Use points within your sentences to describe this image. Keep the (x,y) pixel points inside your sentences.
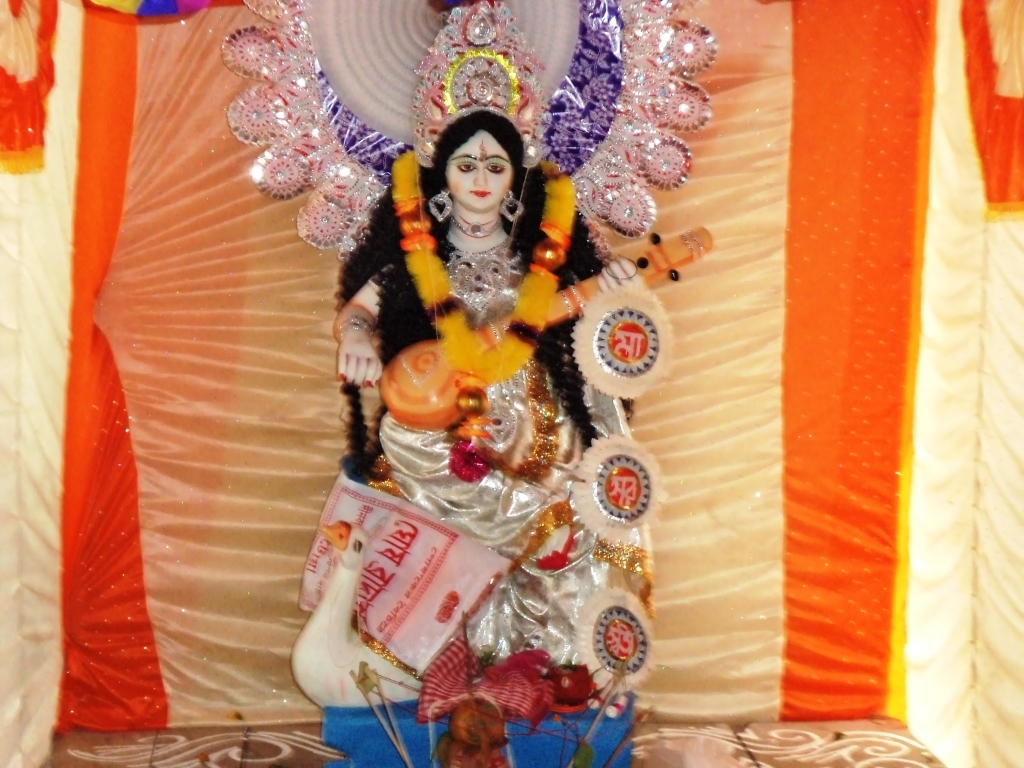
In this image I can see the god's idol (482,119) and I can see few clothes (550,580) in multicolor. In the background (708,404) I can see few curtains (708,326) in cream and orange color.
